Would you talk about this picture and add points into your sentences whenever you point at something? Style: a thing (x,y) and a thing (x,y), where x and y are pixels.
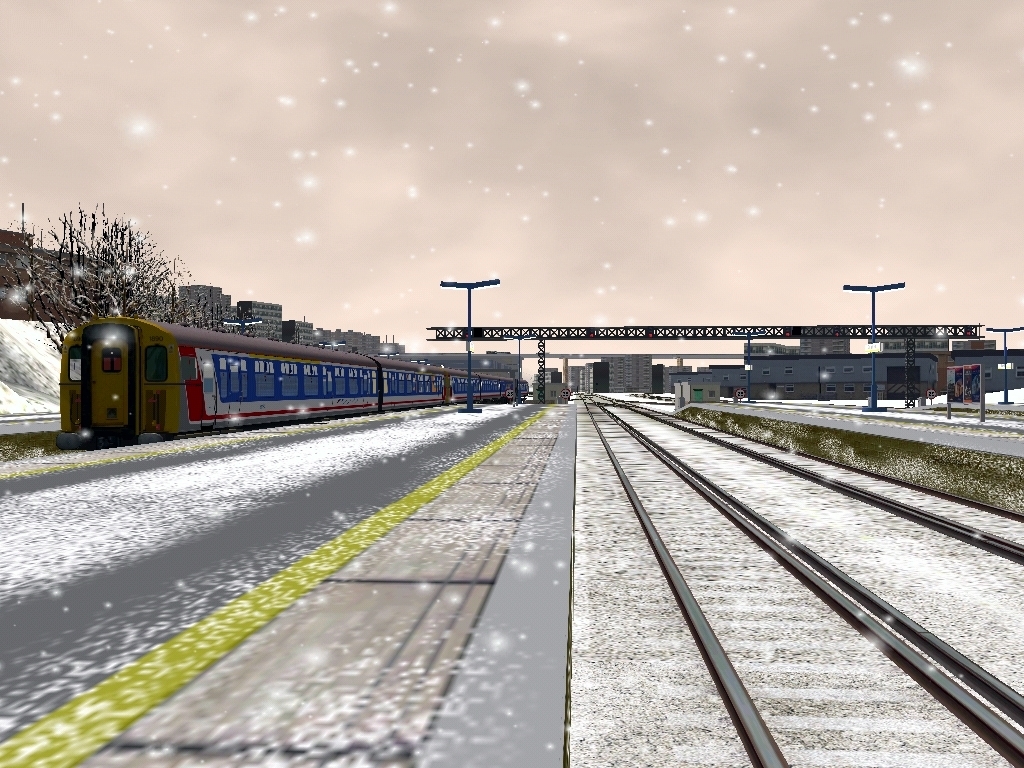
On the left side (277,365), there is a train (275,364) on the railway track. On the right side (965,662), there are railway tracks (658,566). In the background (919,325), there are poles (911,376), buildings (860,390) and there are clouds (931,100) in the sky (687,117).
